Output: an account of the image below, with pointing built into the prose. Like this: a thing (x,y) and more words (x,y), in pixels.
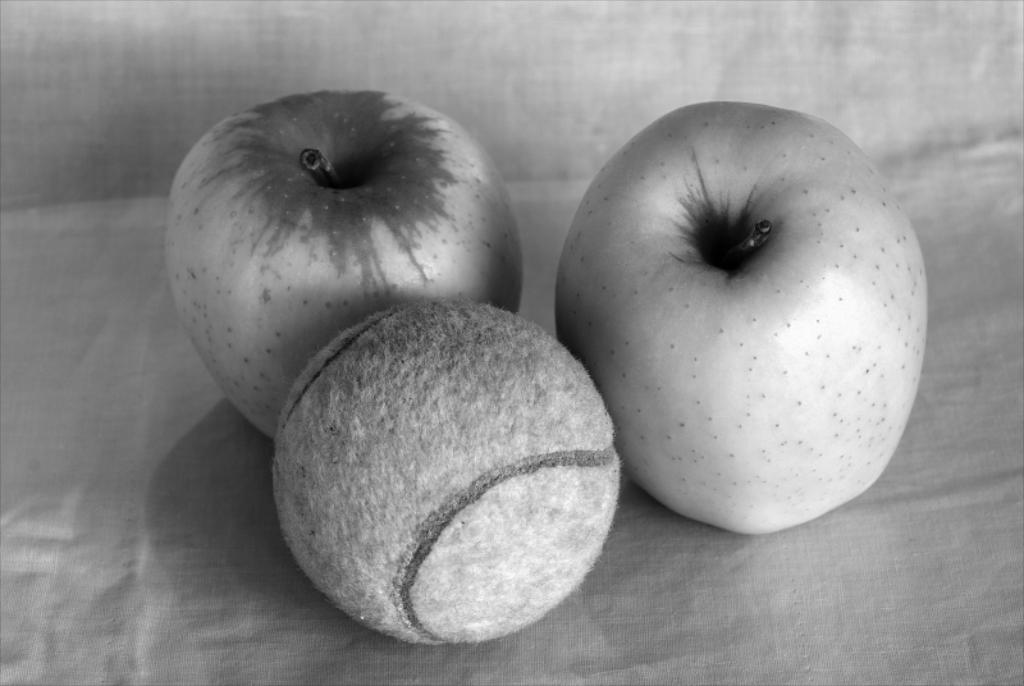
In this image I can see there is a ball (417,341) and fruits (323,316) placed on a surface (700,591) and the image is in black and white color.
